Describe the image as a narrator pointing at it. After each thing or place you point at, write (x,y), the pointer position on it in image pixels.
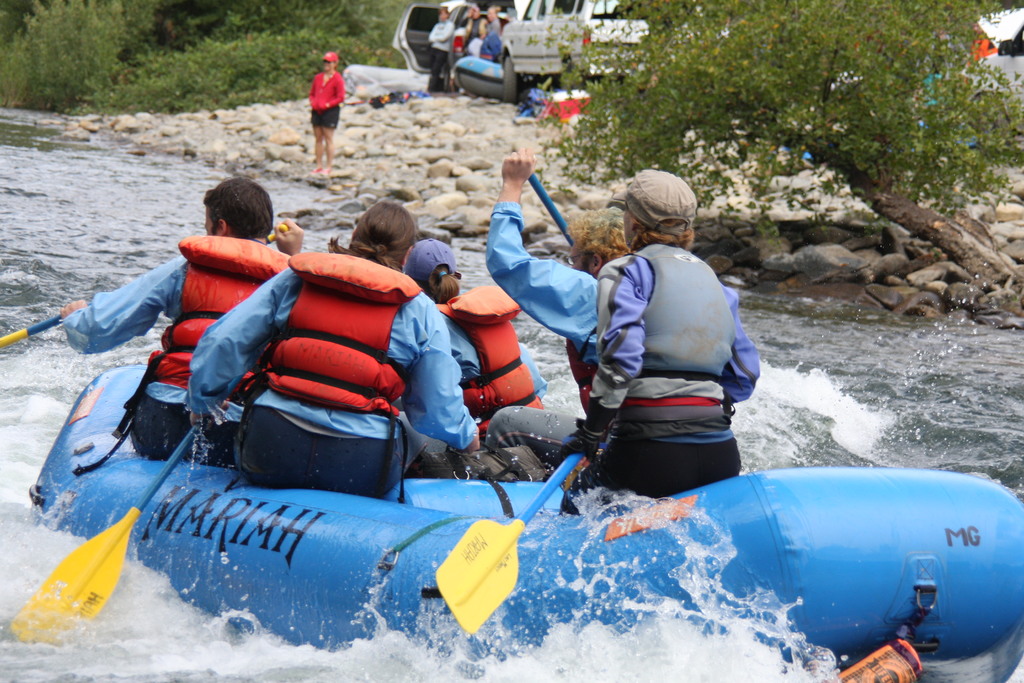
In this picture I can see some people (701,260) riding a boat (126,483) and holding the sticks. At the top (477,18) I can see some group of persons (467,32) who are sitting and standing near to the car (554,67). At the top (338,106) there is a woman (329,116) who is standing near to the water flow (204,185). In the top left (85,57) and top right (849,12) I can see the trees (954,135) and plants (838,18). On the right (928,248) I can see some stones (868,282).
